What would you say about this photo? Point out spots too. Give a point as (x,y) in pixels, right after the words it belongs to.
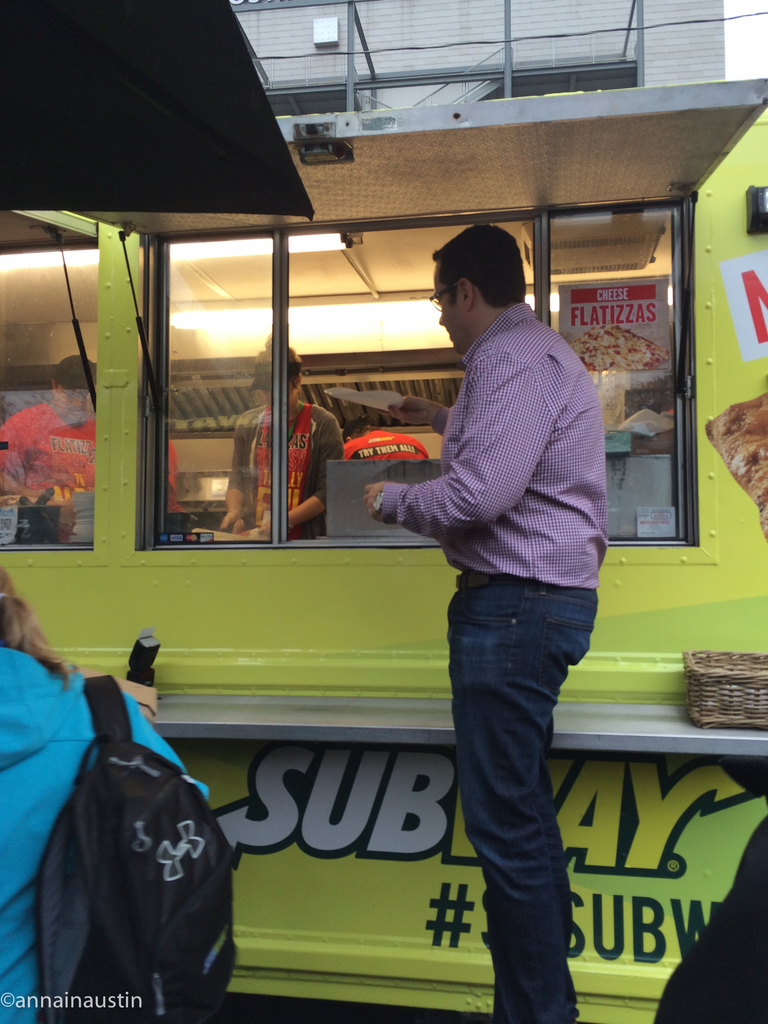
In this image in the foreground (505,611) there is one person (522,617) standing and there is a truck (378,832), in the truck (185,386) there are some people (73,450) preparing food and there are some vessels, lights (304,311) and objects (354,391) and there are glass windows (590,278). On the windows (592,264) there are some posters (643,304), on the right side (724,691) there is a basket (718,687) and on the left (53,732) there is another person (67,748) who is wearing a bag (121,844). And in the background (342,64) there is a building (394,83) and wires (311,54), and in the top left hand corner (131,134) there is a roof (184,92).
